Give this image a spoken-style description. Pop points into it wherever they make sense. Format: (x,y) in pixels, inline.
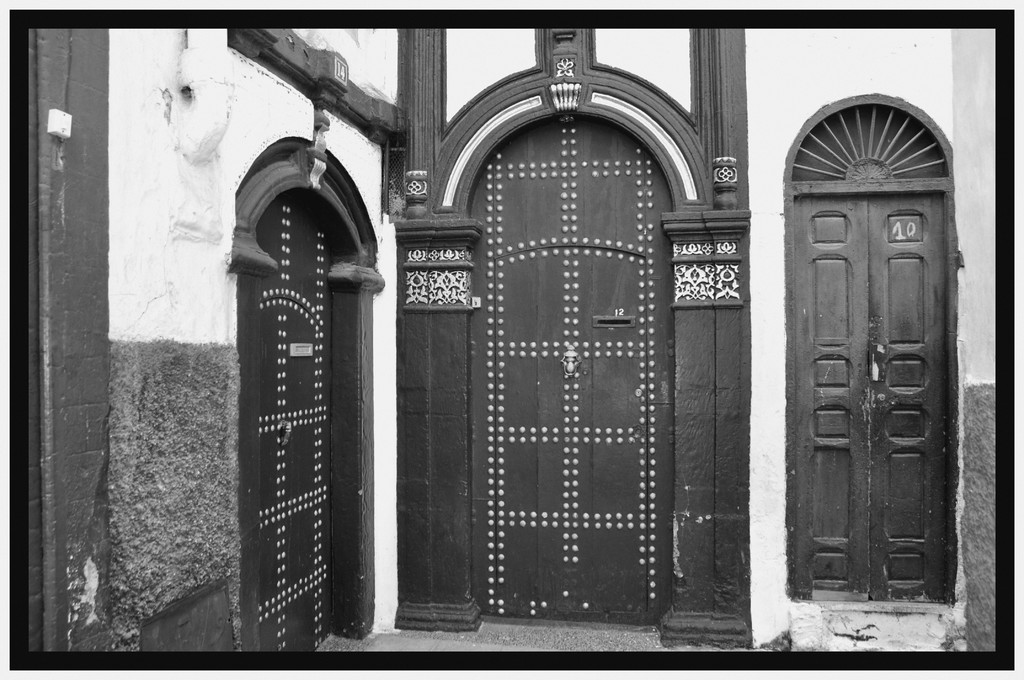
In this picture we can see doors (798,464), wall (125,108), pipe (200,88) and a switchboard (62,116).
